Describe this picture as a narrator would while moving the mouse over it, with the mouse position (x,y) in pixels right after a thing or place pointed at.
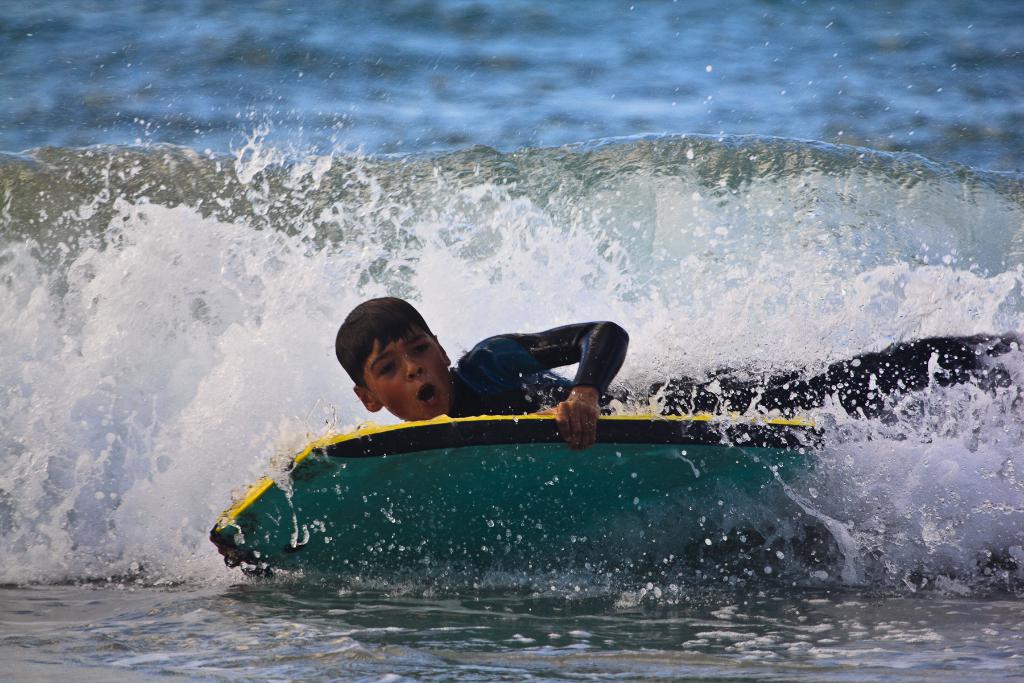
In the middle of the image (348,352) a boy (954,349) is surfing on bodyboard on the water (295,323).
